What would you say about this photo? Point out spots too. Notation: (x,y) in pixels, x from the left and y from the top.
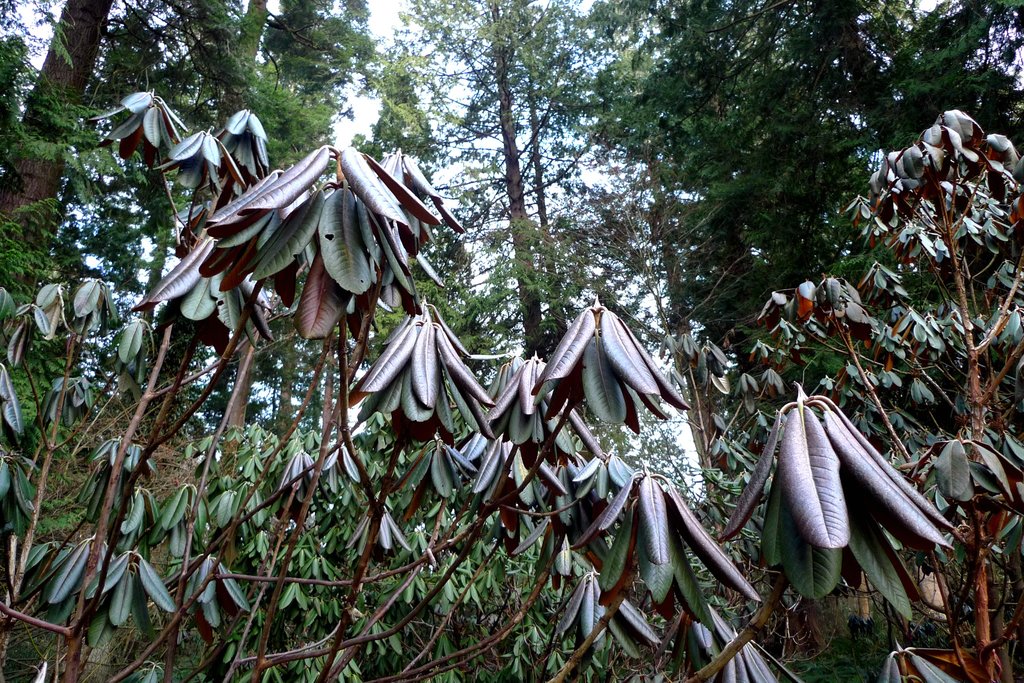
In the center of the image (517,373) there are trees (650,75). In the background (367,121) there is sky (366,111).
